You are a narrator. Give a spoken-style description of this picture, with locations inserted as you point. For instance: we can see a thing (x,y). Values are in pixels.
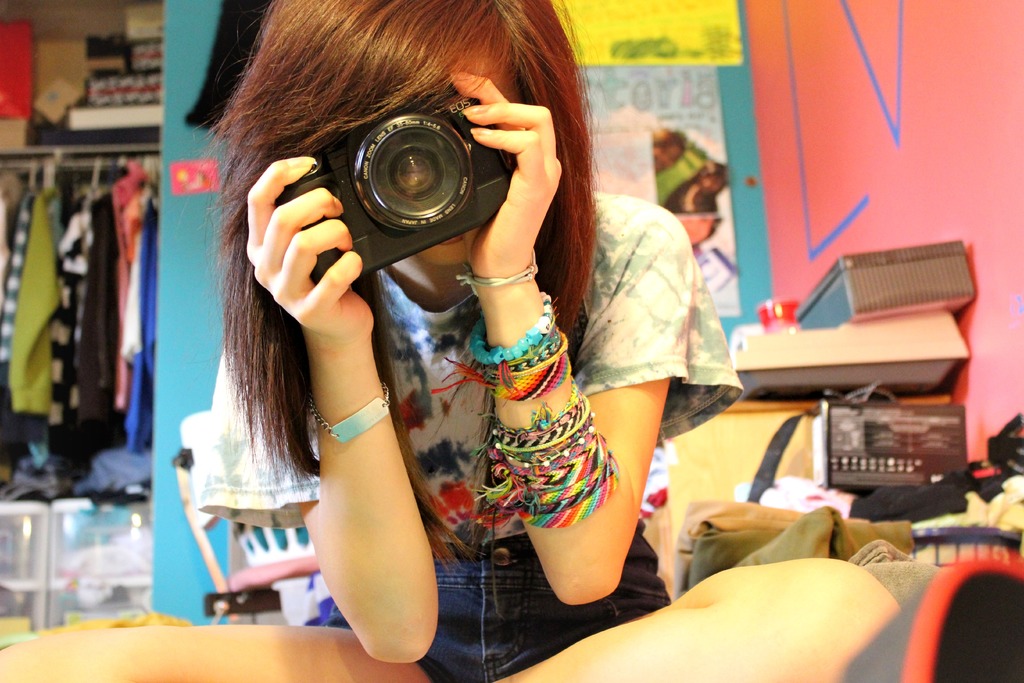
This girl (489,135) is holding a camera (419,204) and she has bands (545,457) on her hand (525,296). In a shelf (103,297) there are clothes (47,244). This is a tray (950,326). In a basket (976,531) there are clothes (995,522). On wall (717,126) there are posters (645,69).
